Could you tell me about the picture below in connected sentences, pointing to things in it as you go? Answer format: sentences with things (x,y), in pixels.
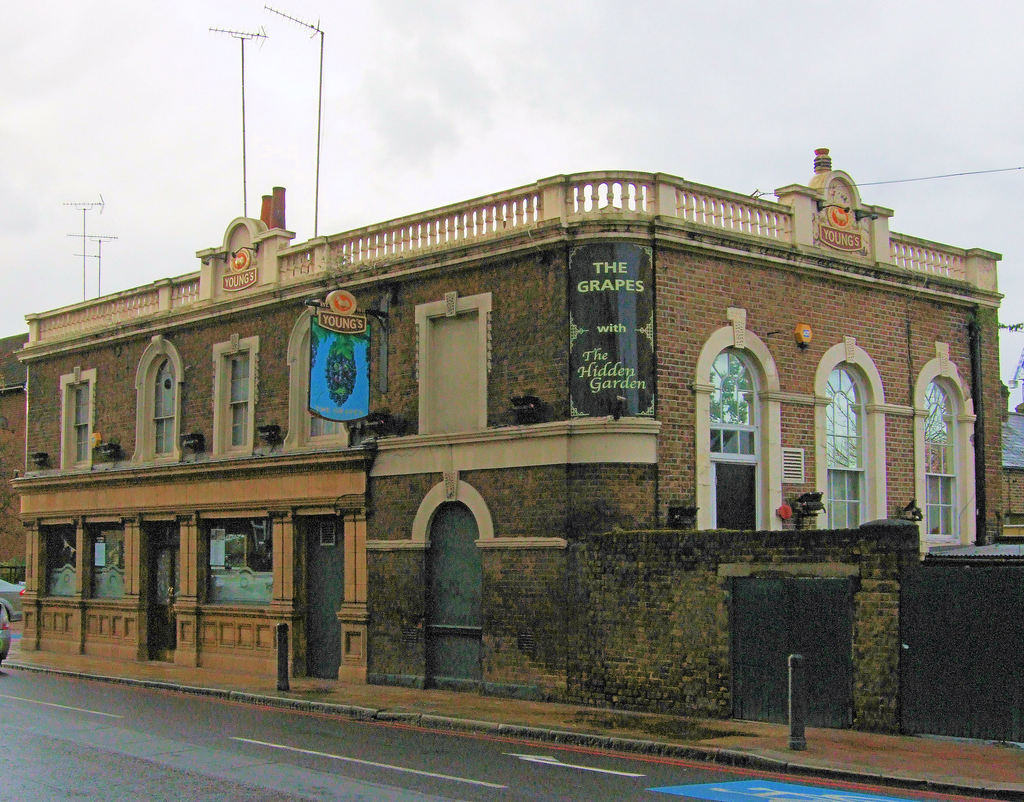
In this image I can see a building (475,435) which is brown and cream in color and a board (319,387) which is blue in color attached to it. I can see the road (148,703) and few vehicles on the road (11,715) and I can see the sidewalk (184,667) and few poles (286,626) on the sidewalk (256,683). In the background (144,227) I can see few antennas (101,224) and the sky (547,109).
